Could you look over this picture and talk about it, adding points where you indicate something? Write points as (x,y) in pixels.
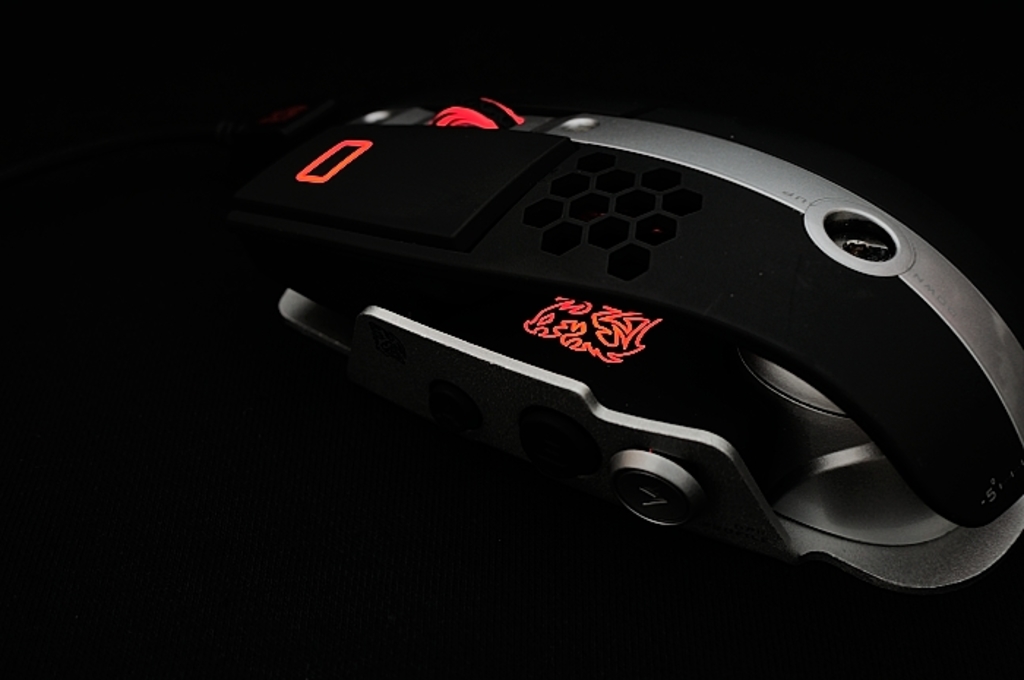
In this image there is an object (967,483), in the background (337,100) it is black.
